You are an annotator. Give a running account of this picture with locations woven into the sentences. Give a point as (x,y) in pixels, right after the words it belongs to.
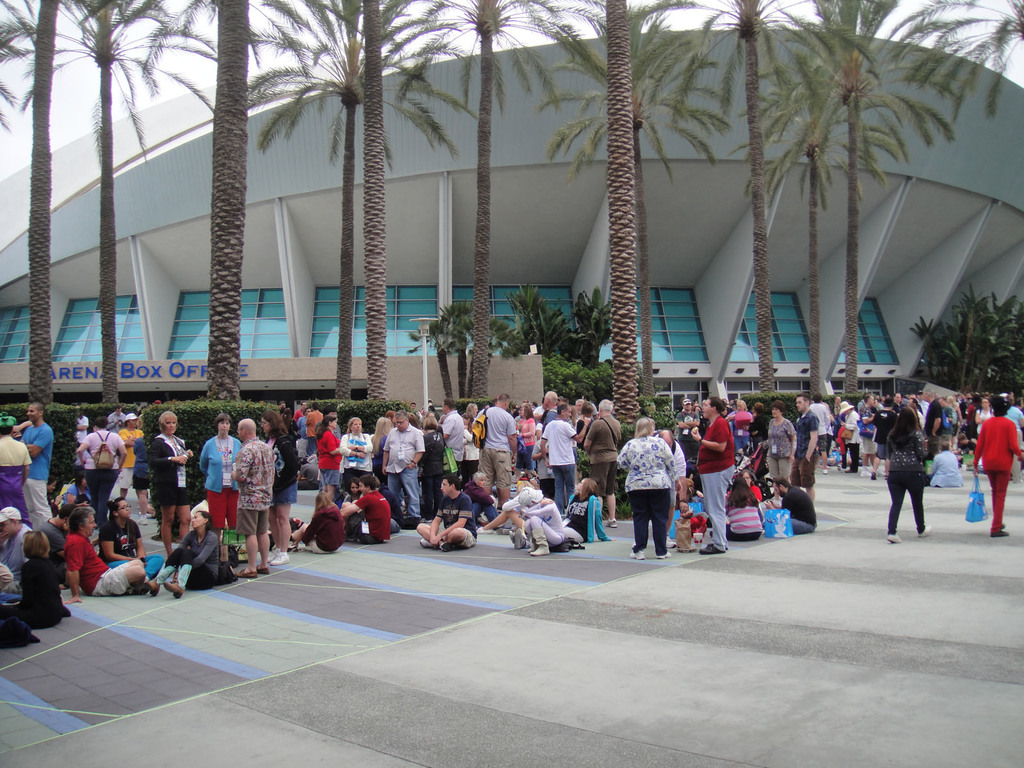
In this picture we can see a group of people (186,511) where some are sitting on the ground (350,602) and some are standing, bags (106,461), trees (109,395), building (91,264) and in the background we can see the sky (361,17).
